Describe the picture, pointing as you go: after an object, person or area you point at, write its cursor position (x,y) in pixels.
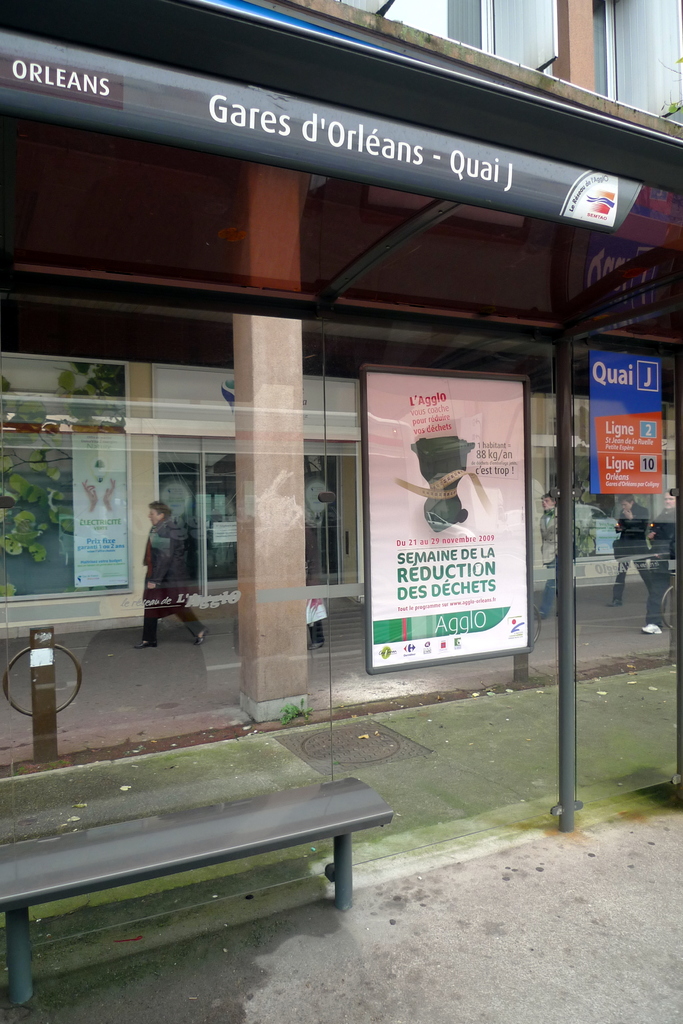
In this image we can see a group of people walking on the ground (417,688). We can also see a bench (114,843), glass window (363,728), some boards (452,526) with text (472,627) on them, a pillar (257,648) and a roof (457,196). On the backside (629,25) we can see a building (637,19).
